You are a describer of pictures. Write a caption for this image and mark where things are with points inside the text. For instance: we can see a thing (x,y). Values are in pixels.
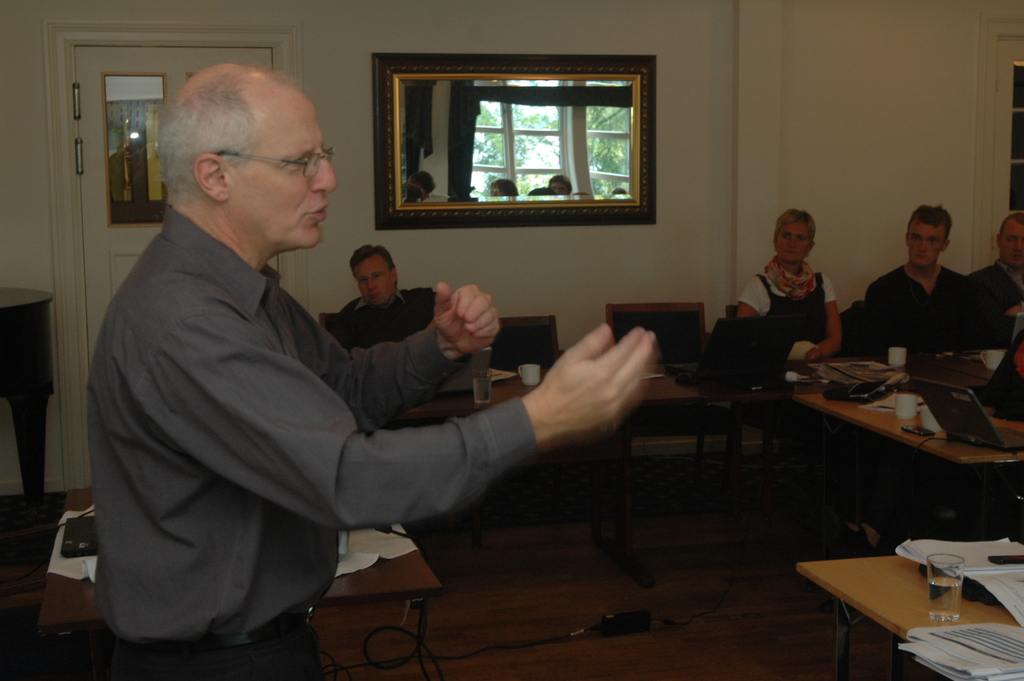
In this image I can see number of people (201,81) where one is standing and rest all are sitting on chairs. I can also see few tables (509,396), two empty chairs (556,316) and on these tables (913,368) I can see glasses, number of white colour papers (1008,663) and laptops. In the background (374,168) I can see a door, a mirror (435,56) on the wall (660,164) and I can also see reflection (620,113) on the mirror (516,179).
